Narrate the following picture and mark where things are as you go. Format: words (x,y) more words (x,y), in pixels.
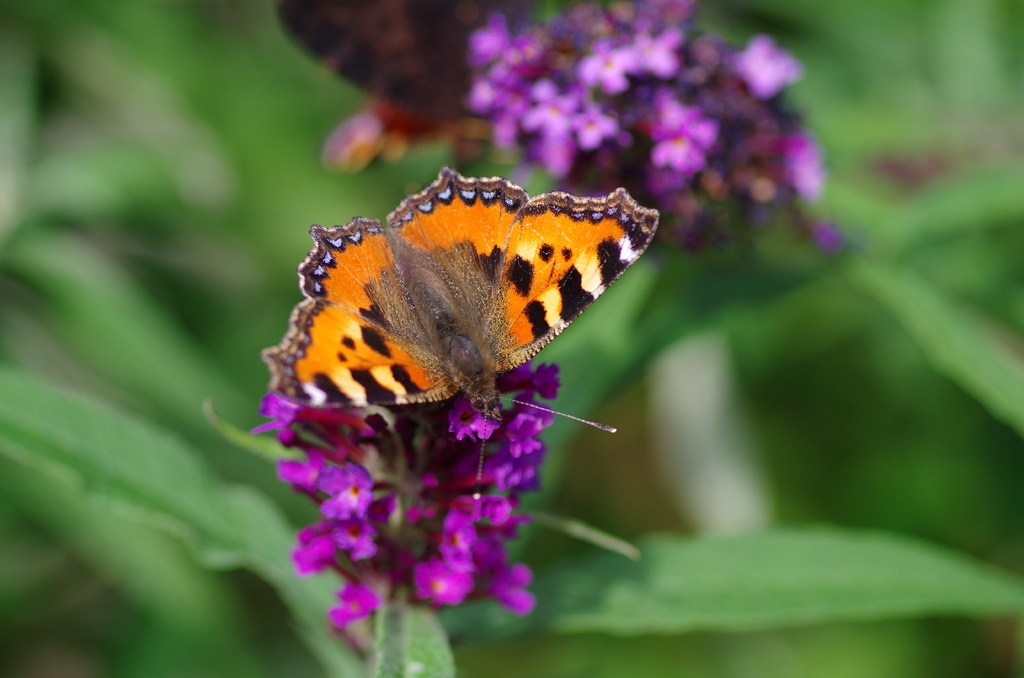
In this image I can see the butterfly (357,276) which is in brown and black color. It is on the pink color flowers (351,492). In the background (502,144) I can see few more flowers (591,170) to the plants (264,548).
